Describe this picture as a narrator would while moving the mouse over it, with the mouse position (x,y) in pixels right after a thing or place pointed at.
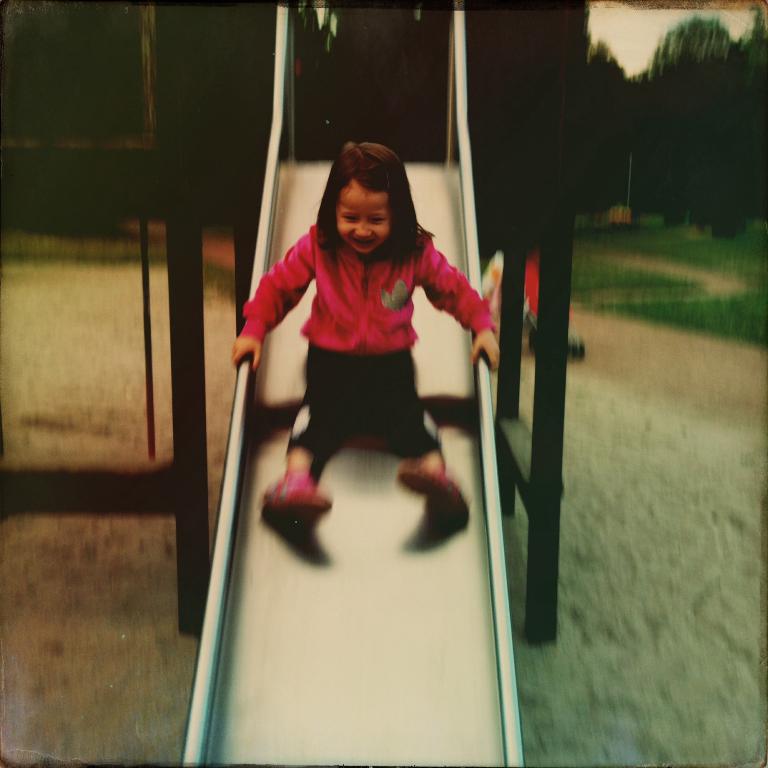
In this image we can see a child (259,316) is sliding on the garden slide (372,581). The background of the image (718,30) is blurred, where we can see trees (325,54).
